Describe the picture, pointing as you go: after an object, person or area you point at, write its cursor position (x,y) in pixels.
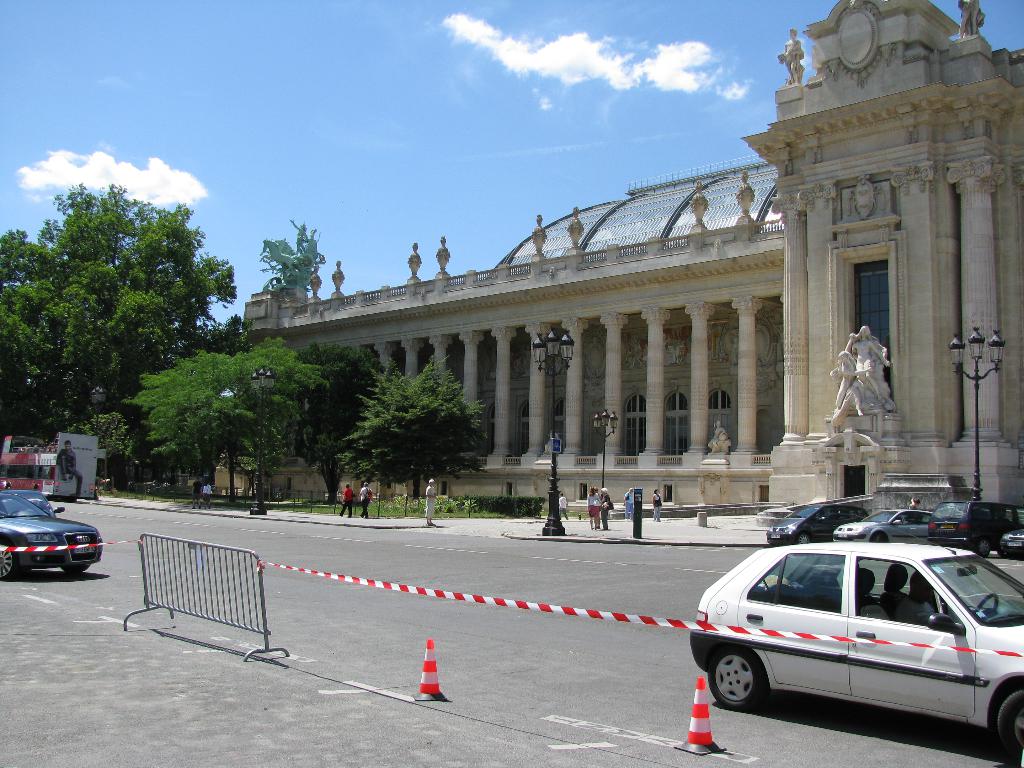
In this image there is a building (774,321) with sculptures (305,270) and an arched roof (653,212) at the top (630,209), there are few vehicles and people (597,521) on the road (584,545), few trees (117,320), a fence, lights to the poles (556,518), sculptures (859,386) of persons (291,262) on a block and some clouds (627,76) in the sky (454,165).
